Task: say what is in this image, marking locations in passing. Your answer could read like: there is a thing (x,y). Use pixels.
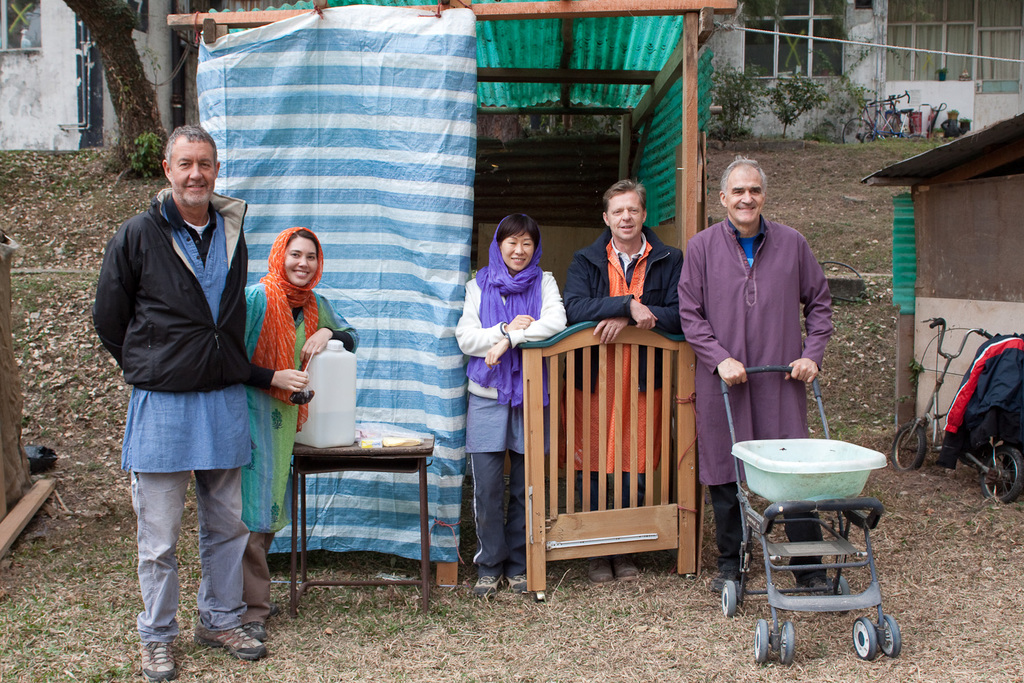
In this picture I can see there are five people (257,650) standing here and they are smiling. The person (807,382) on to right (792,483) is holding the trolley (740,500). In the backdrop (769,54) there is a building (772,70), plants (945,71).
